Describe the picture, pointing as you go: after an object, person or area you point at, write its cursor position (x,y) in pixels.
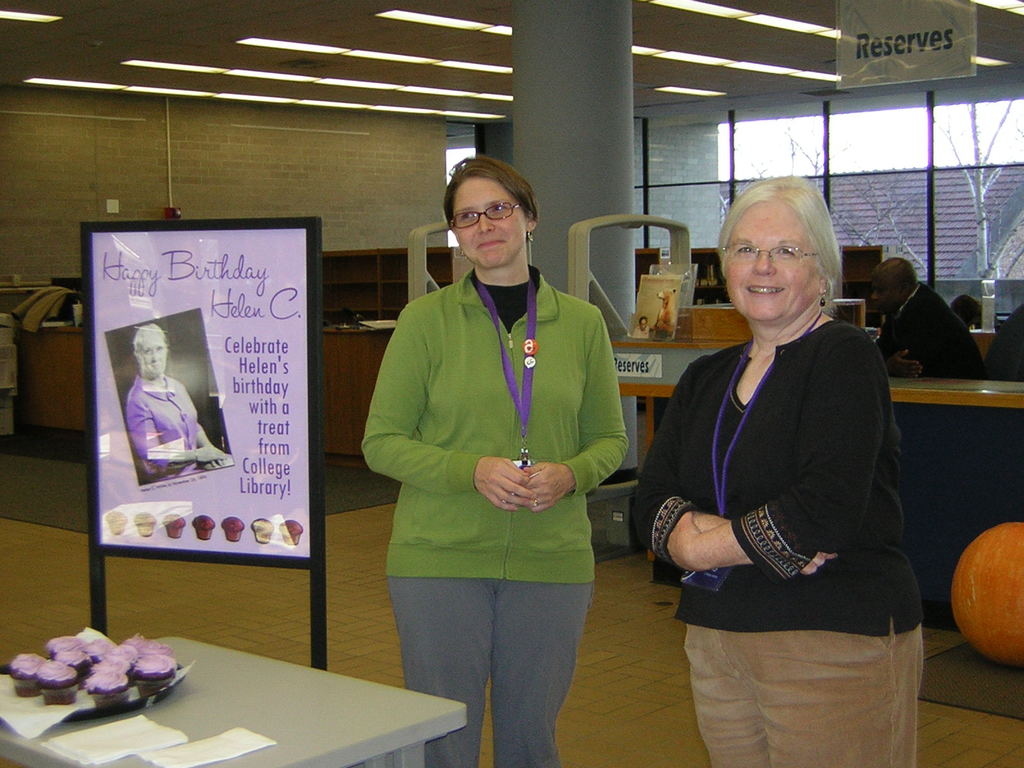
In this image there are three person (589,585). In front (755,666) two women (660,508) are standing. On the table (195,703) there are cupcakes (124,689) and there is a board (233,417).
